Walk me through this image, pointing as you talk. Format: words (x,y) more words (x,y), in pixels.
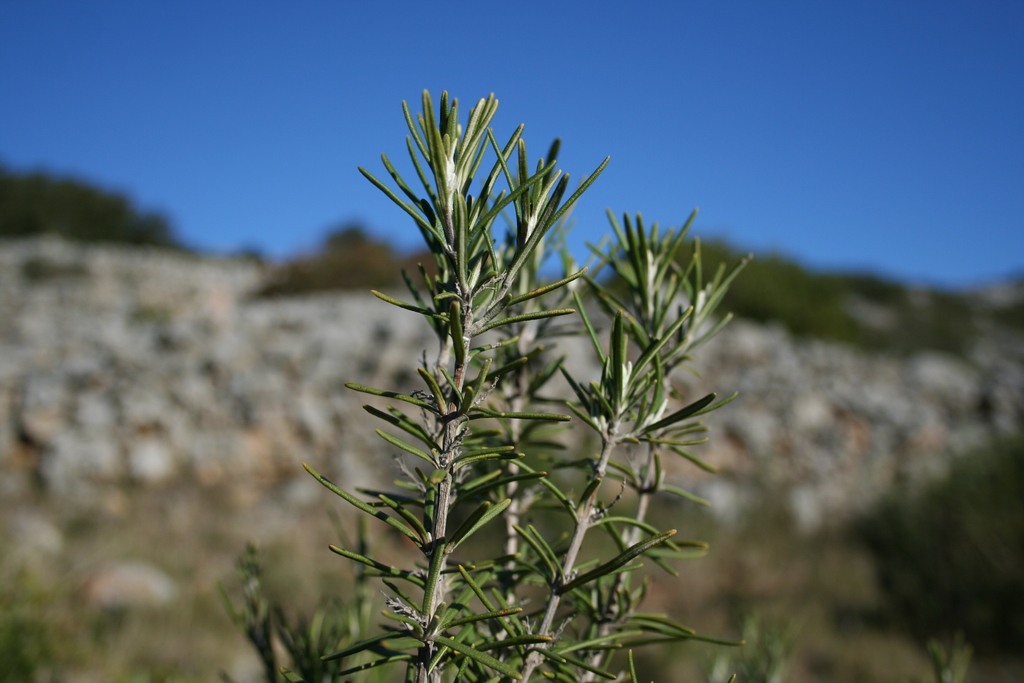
These are the green plants (456,440) in the background (528,96) side it is a blue color sky (404,98).
